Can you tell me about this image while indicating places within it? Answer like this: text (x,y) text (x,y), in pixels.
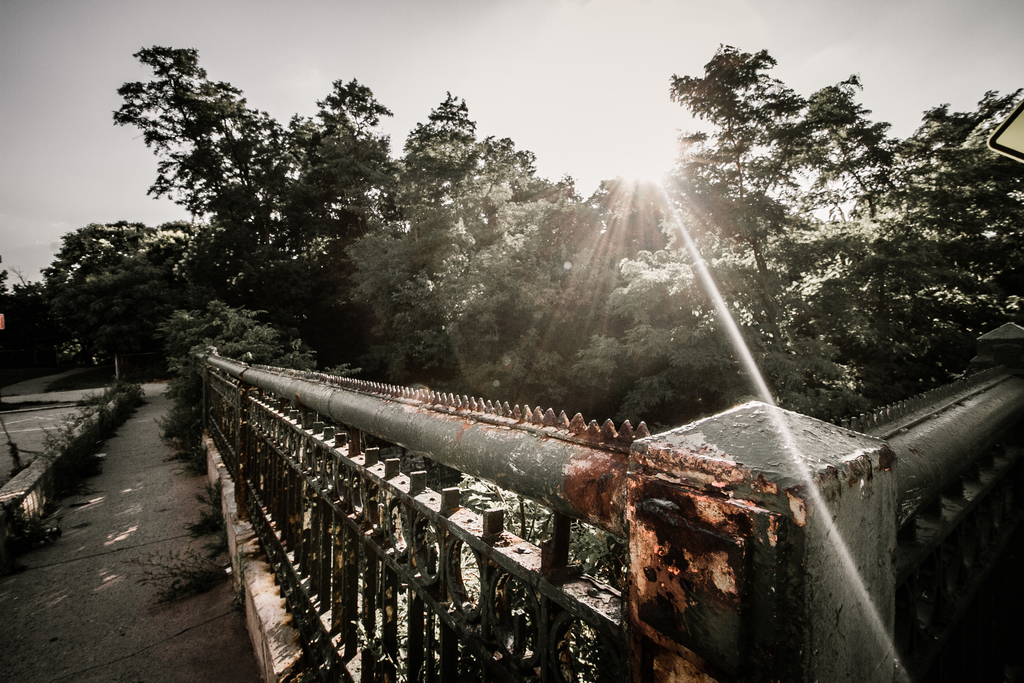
In the center of the image (536,328) we can see the trees (543,243), sun rays (709,280), board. At the bottom of the image (625,566) we can see a railing (355,588) and some plants (201,535), floor (138,531). At the top of the image (402,58) we can see the sky (393,47).
